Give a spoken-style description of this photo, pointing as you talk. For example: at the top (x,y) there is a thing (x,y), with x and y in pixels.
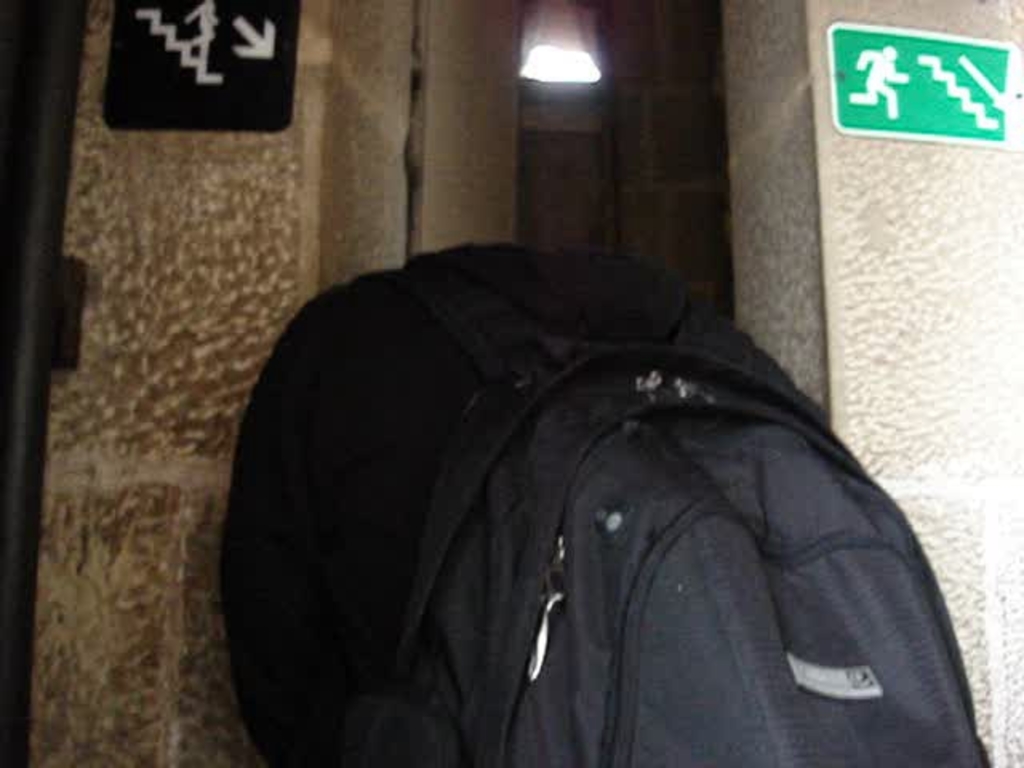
There is a black color bag (633,637) beside the wall (190,386). And to the right top corner (928,127) there is a caution board (930,57).
